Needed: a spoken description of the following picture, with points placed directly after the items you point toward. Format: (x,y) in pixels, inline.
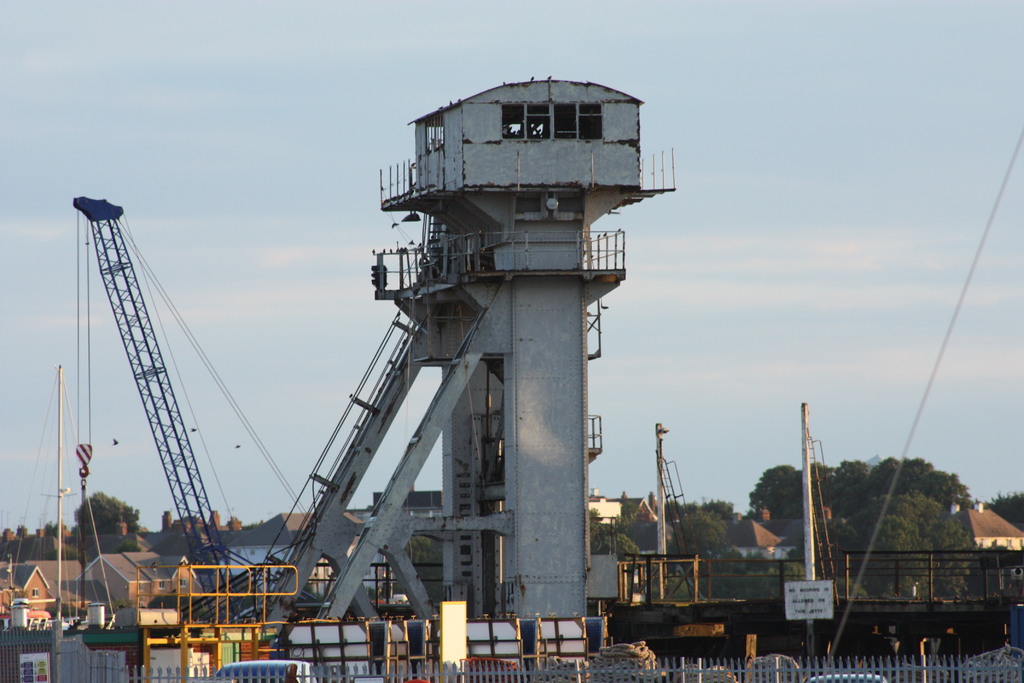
In the center of the image (500,328) there is a tower (537,549) and we can see a crane (186,524). At the bottom (935,669) there is a fence (777,671) and we can see vehicles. In the background (360,496) there are buildings (757,539), trees (772,513) and sky (93,484).
